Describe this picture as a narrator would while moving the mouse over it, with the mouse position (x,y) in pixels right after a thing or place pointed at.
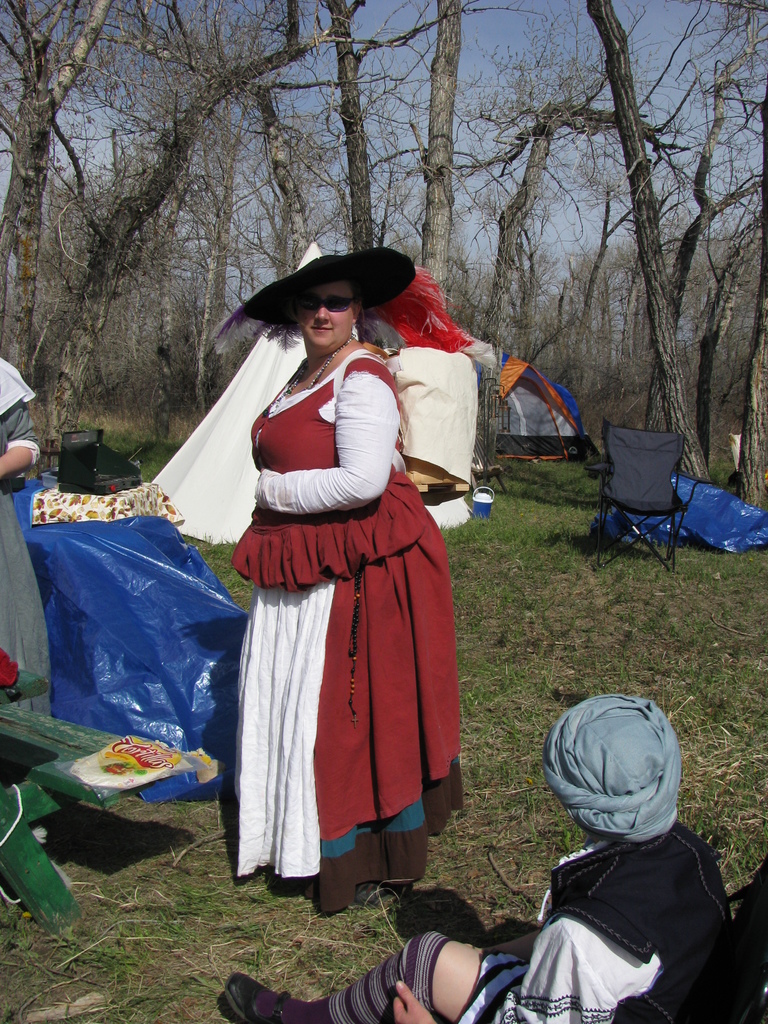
In the foreground of the picture (299,436) we can see people (368,413), tents (521,441), chair (625,502), blue color cover (170,622), bench (120,797), grass (496,714) and other objects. In the middle of the picture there are trees (443,35). At the top (368,55) it is sky (478,19).
